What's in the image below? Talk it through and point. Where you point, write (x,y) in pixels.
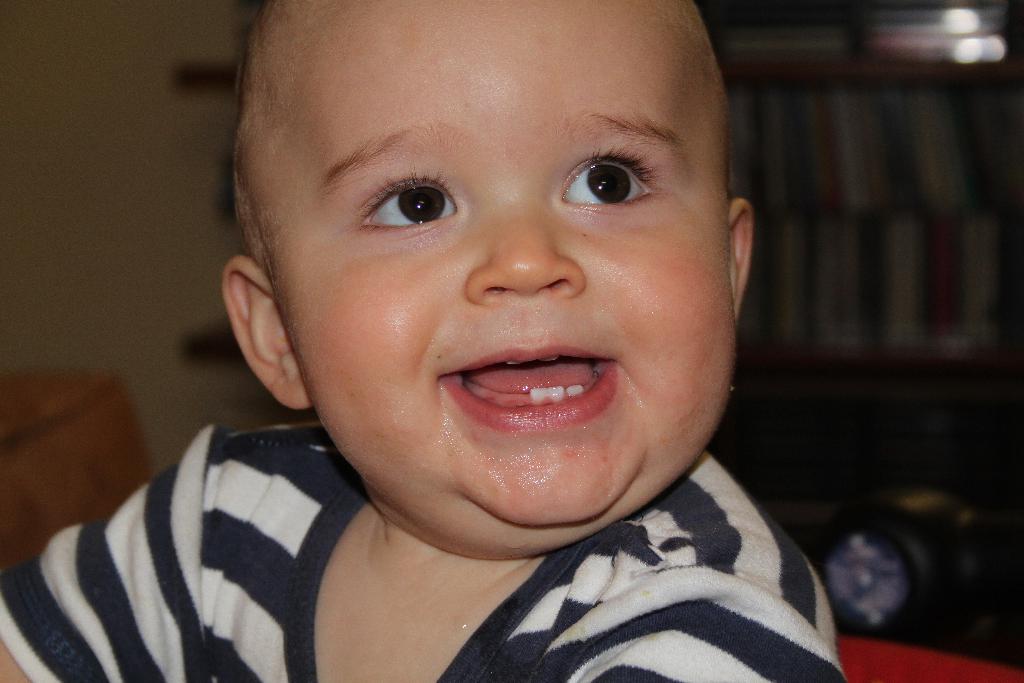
In this image I can see a person (265,82) and the person (265,82) is wearing black and white shirt (741,603), background (985,308) I can see few books (870,216) in the rack (1021,286) and the wall (141,131) is in cream color.
